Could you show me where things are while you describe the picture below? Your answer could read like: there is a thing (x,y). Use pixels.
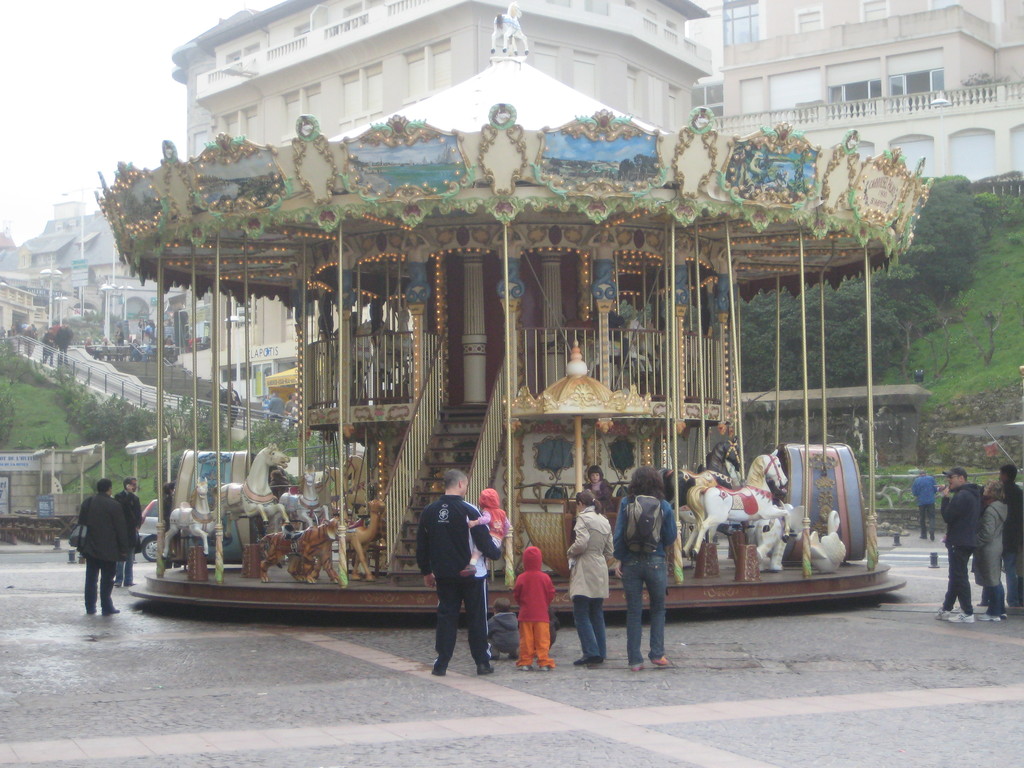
In this image I can see people (519,599) are standing on the ground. In the background (817,291) I can see buildings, trees (164,428), the grass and the sky (121,66). I can also see vehicle (142,532) and some other objects (510,461) on the ground (545,688).
